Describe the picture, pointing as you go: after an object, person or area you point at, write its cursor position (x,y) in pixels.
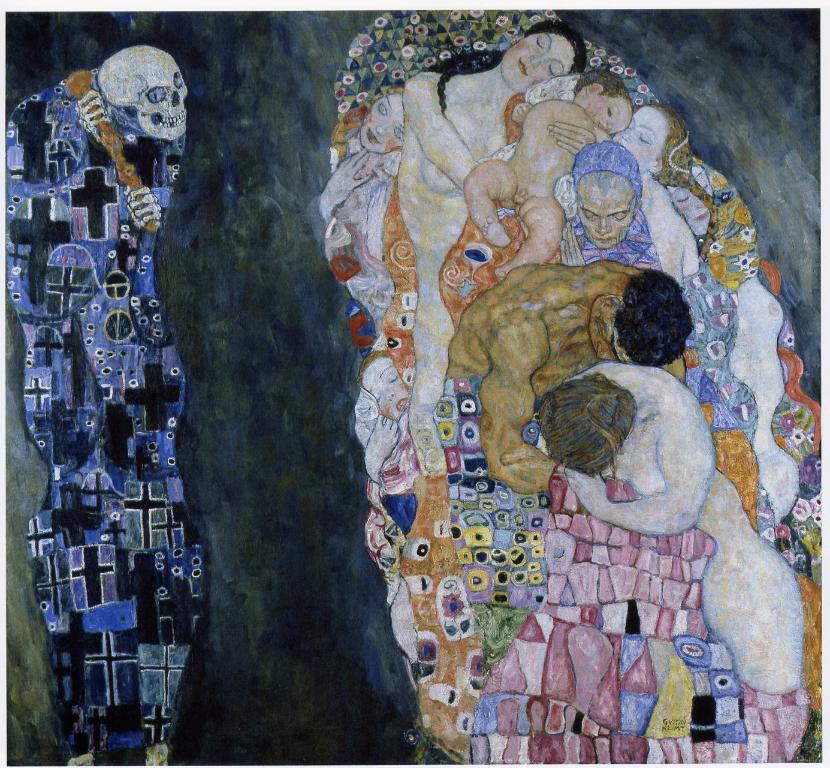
In this picture we can see the painted poster (291,222) with women (575,164), small baby (539,203) and man (552,269) lying together in the cloth (684,734). Beside there is a skeleton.
